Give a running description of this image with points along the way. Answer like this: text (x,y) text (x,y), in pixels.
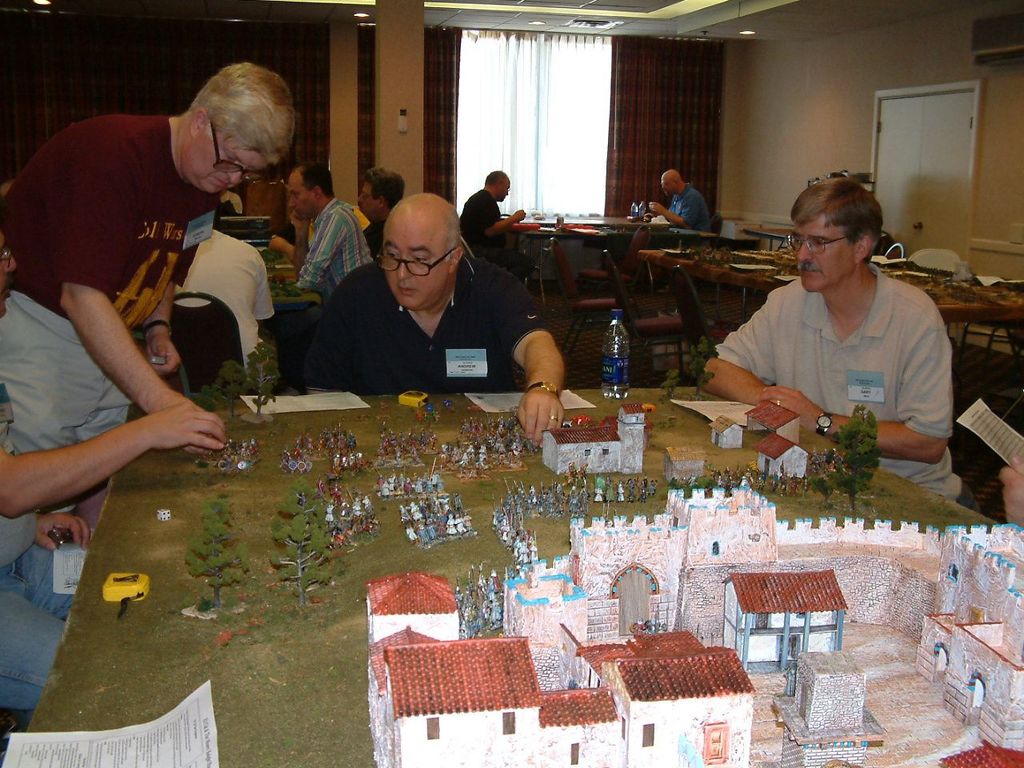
In this image there are few people (360,363) who are sitting around the table (883,490) on which there is a project (317,455) which describes about the castle (732,498) and people (409,479) around it. In the background (680,204) there are two people (669,196) who are sitting near the table (610,215) and eating and there is also a curtain (630,100) at the back side (564,185).
